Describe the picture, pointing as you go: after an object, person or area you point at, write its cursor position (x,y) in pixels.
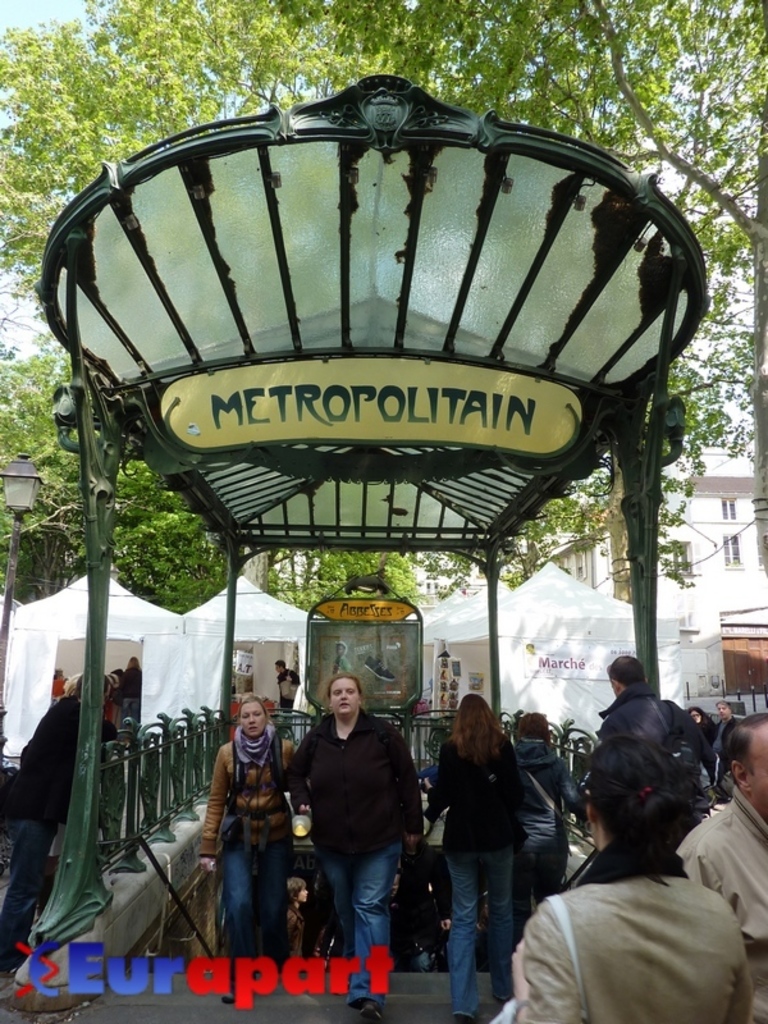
Here in this picture we can see number of people (453,966) standing and walking on the ground (492,1002) and we can see an arch like structure (172,197) present in the middle (508,351) and we can see railing (138,848) present on either side and we can see a building (690,535) with number of windows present over there and we can also see plants (38,545) and trees (40,556) present and we can see tents (82,600) present in front of the building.
